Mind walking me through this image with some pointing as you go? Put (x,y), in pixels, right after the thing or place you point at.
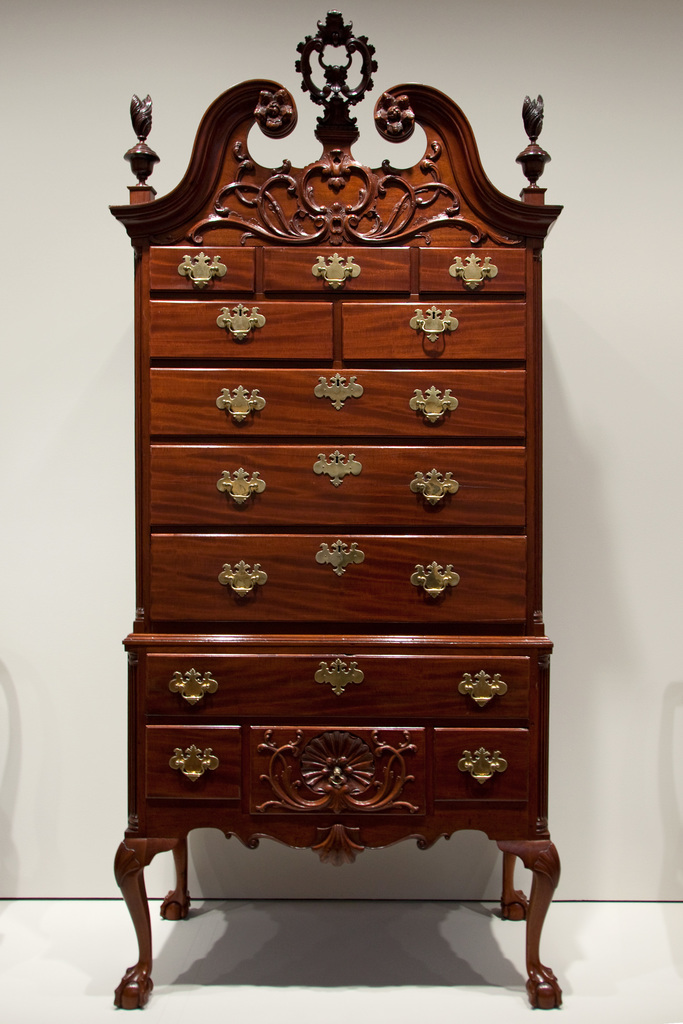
In the image there is a wooden wardrobe (336,357), it is carved in a different shape.
